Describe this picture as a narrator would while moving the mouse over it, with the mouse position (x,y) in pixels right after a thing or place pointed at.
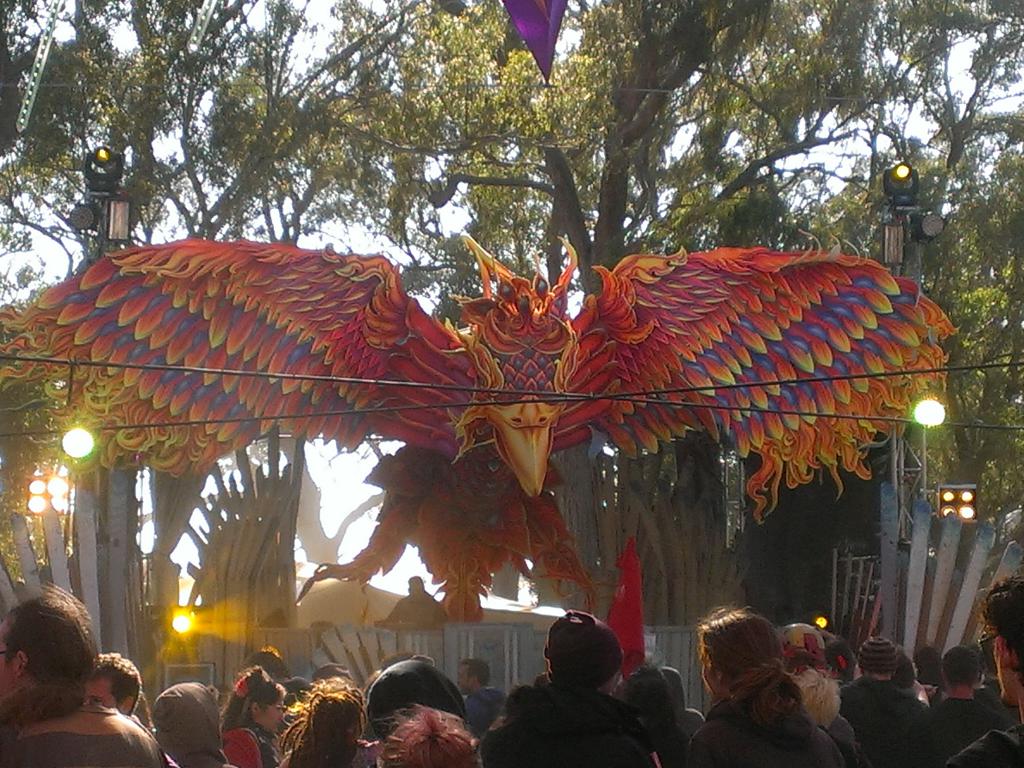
At the bottom of the image (898,674) there are a few people (767,691) standing. At the center of the image (483,470) there is a structure (394,364) of a bird (494,482), behind this there is a huge tree (630,155) and there are some spotlights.
